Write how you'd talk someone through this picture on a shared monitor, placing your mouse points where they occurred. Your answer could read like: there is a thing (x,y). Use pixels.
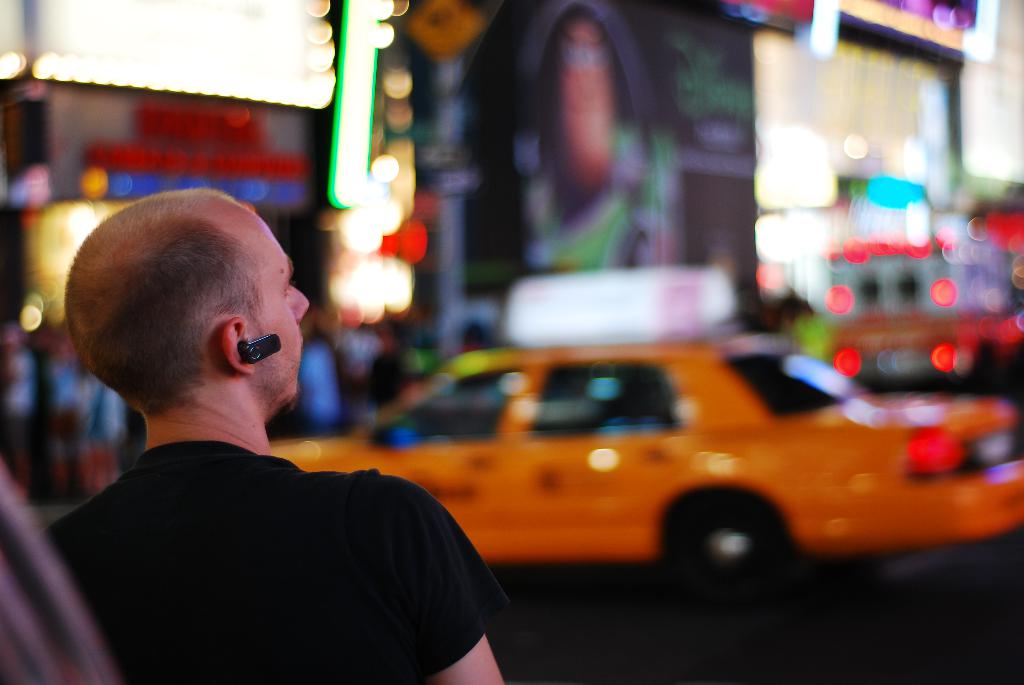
In this image I can see a person (296,590) wearing black t shirt (250,563) and black colored bluetooth (244,351). In the background (658,546) I can see a car (527,448) which is yellow in color on the road (908,624) and few other blurry objects (633,202).
